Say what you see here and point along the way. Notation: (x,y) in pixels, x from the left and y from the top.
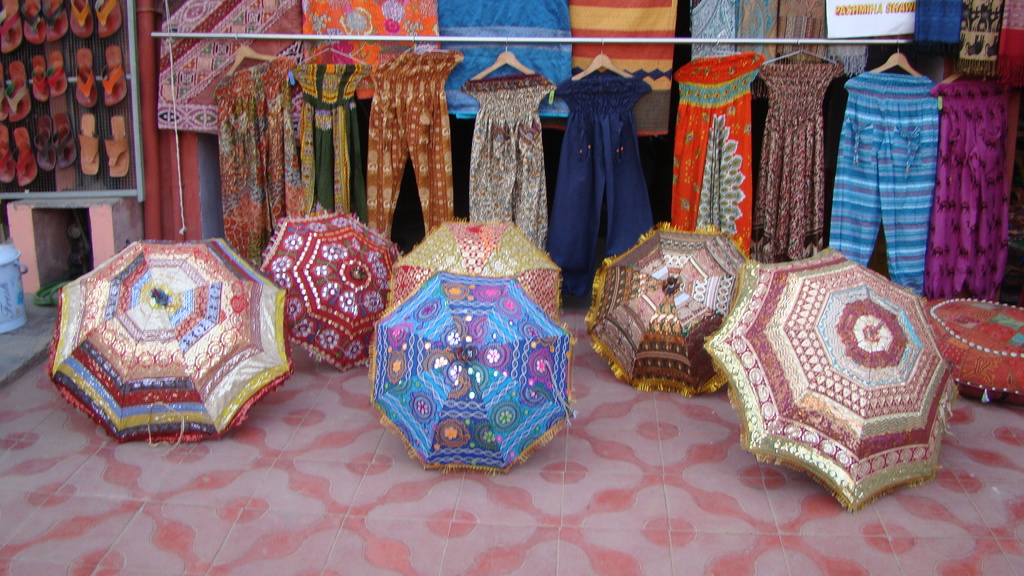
In the center of the image (426,328) there are umbrellas (570,347) on the floor (230,432). In the background of the image (443,142) there are clothes (721,91), footwear (115,74). To the left side of the image (2,251) there is a blue color bin (7,297).
